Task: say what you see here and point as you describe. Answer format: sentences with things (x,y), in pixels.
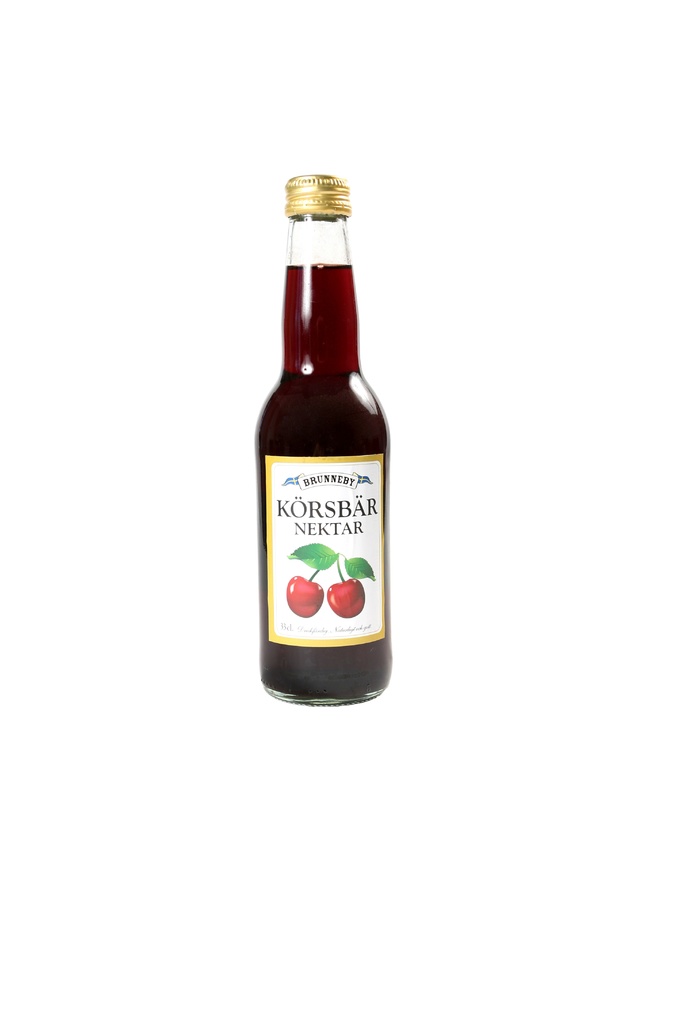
In this picture we can see bottle (339,339) with drink (302,319) in it and a sticker (313,464) pasted to it and on sticker (329,570) we can see two fruits (318,600).
